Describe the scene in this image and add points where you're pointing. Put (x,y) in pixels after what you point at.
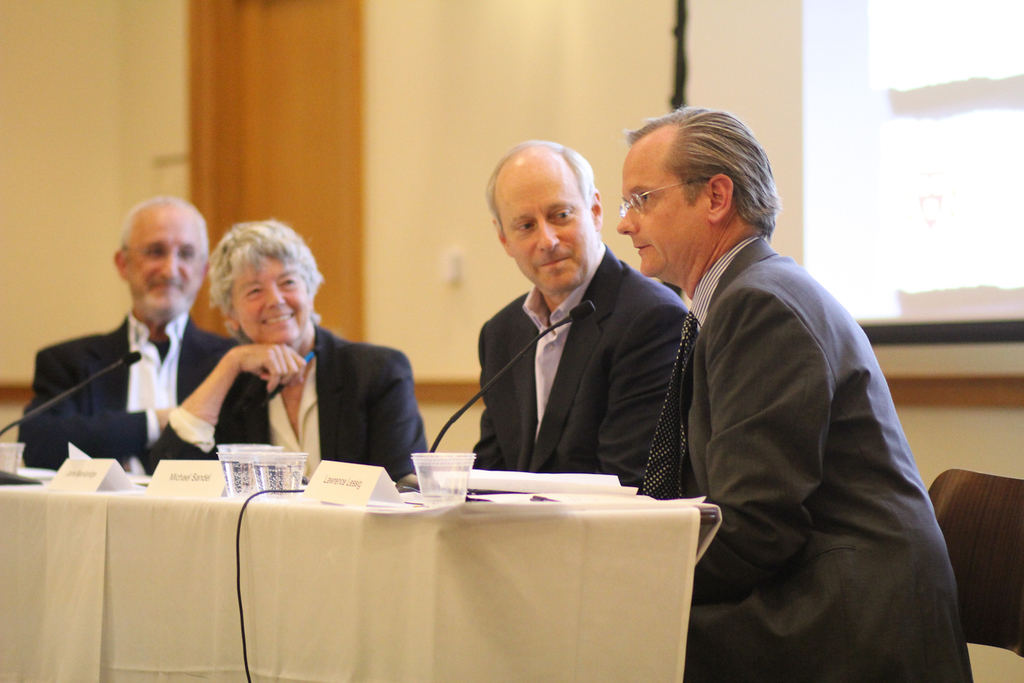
There are three men (754,350) and one woman (389,403) sitting and smiling. This is the table (403,548) covered with a cloth (526,550). I can see the name boards (188,478), glasses (253,468), papers (475,488) and mikes (446,423) on the table (436,514). This looks like a screen (918,248). In the background (424,162), I can see a wall (420,151).
